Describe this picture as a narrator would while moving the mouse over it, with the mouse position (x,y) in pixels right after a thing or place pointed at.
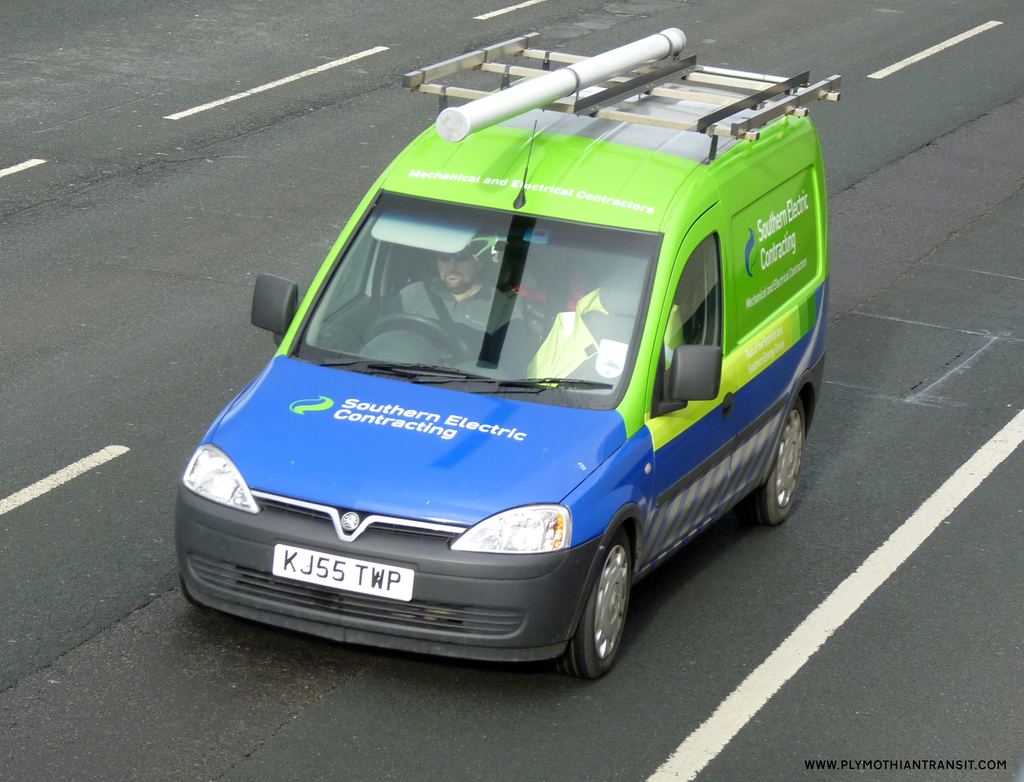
In this picture we can see a vehicle (725,502) on the road (834,509) with a man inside it, in the bottom right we can see some text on it.
